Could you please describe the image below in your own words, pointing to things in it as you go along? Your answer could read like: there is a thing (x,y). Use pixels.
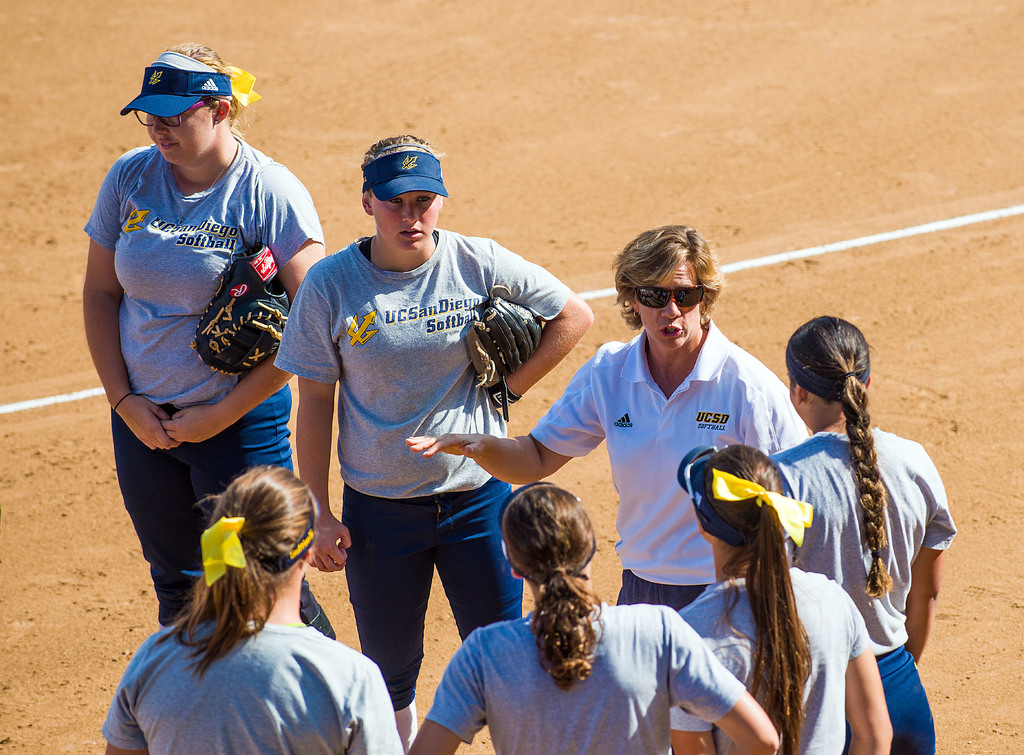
In this image there are people (718,406) and ground (570,201). Among them two people (283,241) are holding gloves (240,321) and one person (177,123) wore goggles (177,123).
